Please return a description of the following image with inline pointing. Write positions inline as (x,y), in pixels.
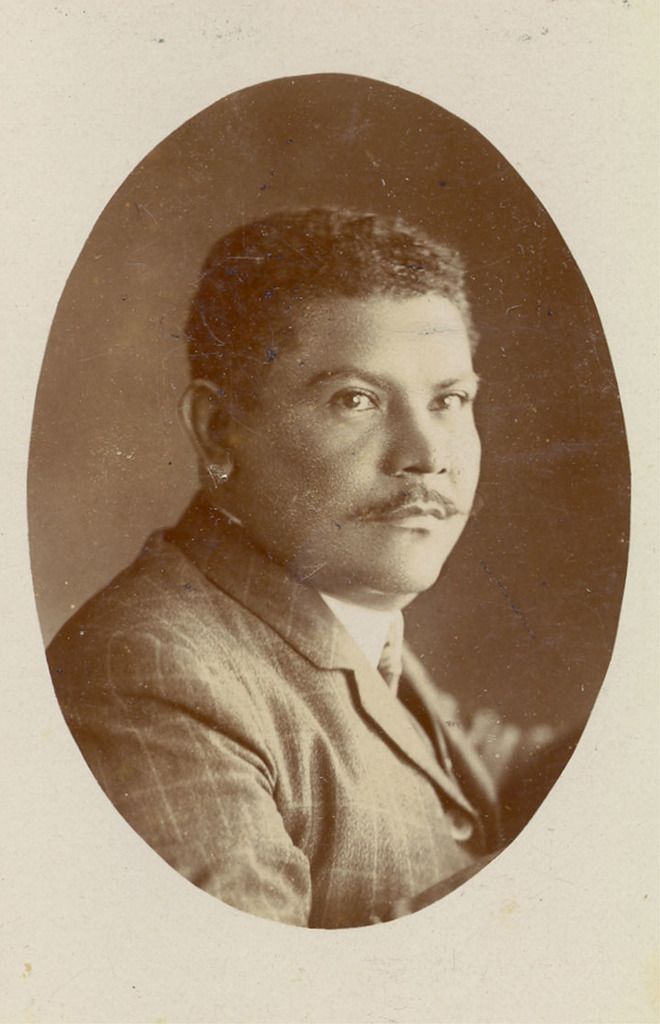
In this image in front (417,498) there is a person (290,407). Behind him there is a wall (523,582).
